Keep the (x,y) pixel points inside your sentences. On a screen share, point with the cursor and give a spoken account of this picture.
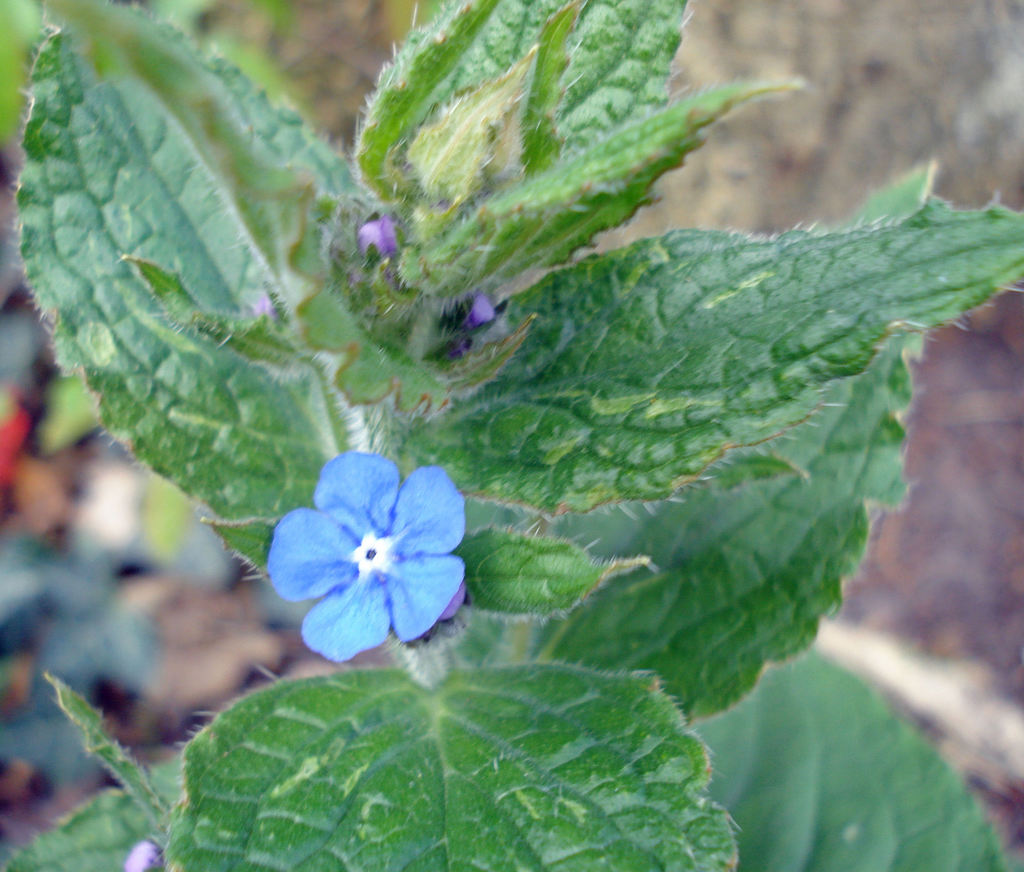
In the picture I can see a flower plant (473,586). The flower (421,599) is blue in color. The background of the image (698,40) is blurred.
